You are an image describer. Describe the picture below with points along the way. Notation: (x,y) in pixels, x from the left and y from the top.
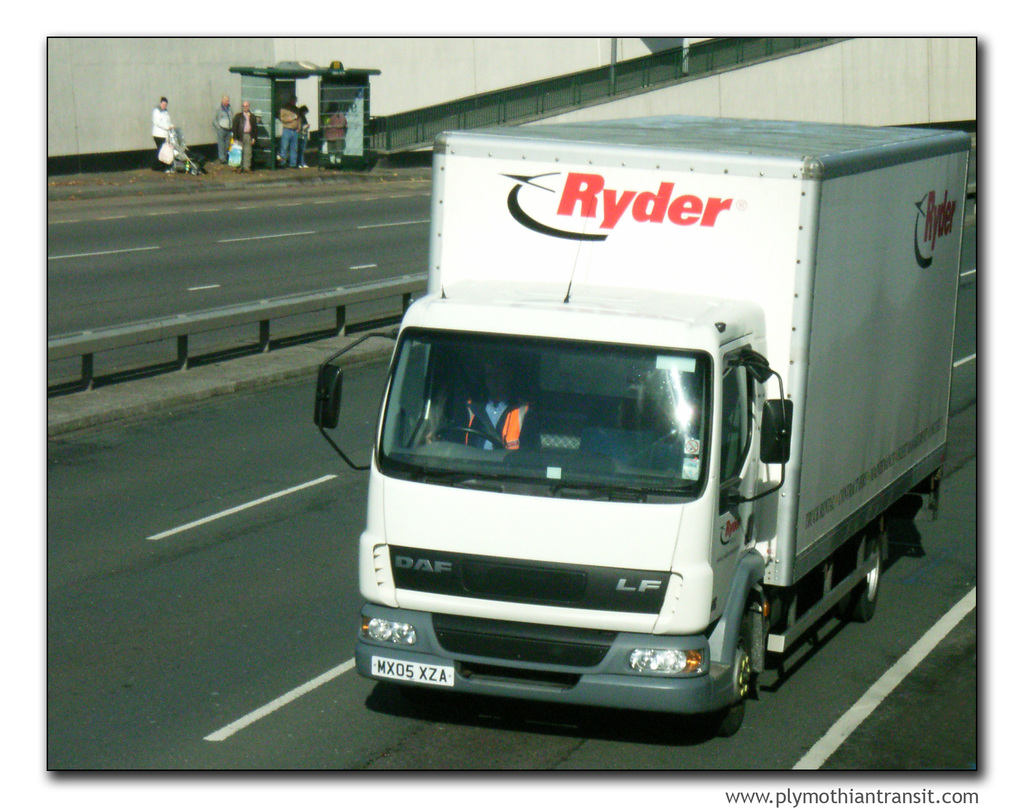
In this picture there is a vehicle (545,659) on the road (890,619) and there is a person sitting inside the vehicle (598,672). At the back (199,362) there is a railing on the road (589,711) and there are group of people (237,125) standing at the shed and there are handrails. At the bottom (216,599) there is a road (216,599). At the bottom right (961,792) there is a text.
